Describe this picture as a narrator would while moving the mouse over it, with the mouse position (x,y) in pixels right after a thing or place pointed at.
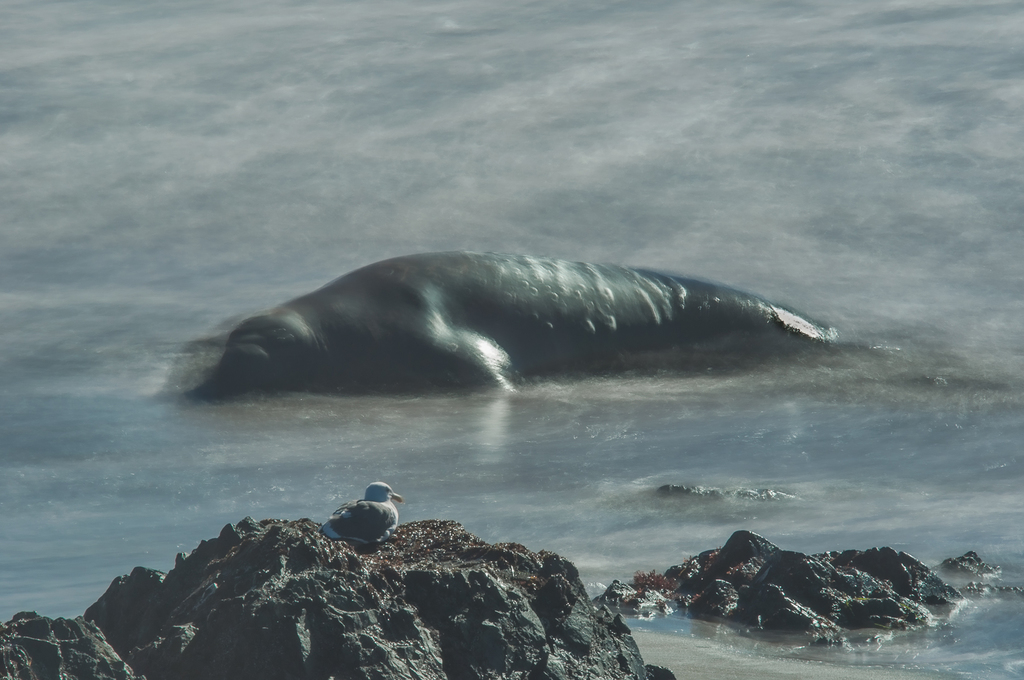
In this picture there is a seal (645,329) in the center of the image (458,340), on the water (460,482) and there are rocks (218,669) at the bottom side of the image (458,533), there is a bird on the rock (398,557) and there is water (2,26) around the area of the image.
